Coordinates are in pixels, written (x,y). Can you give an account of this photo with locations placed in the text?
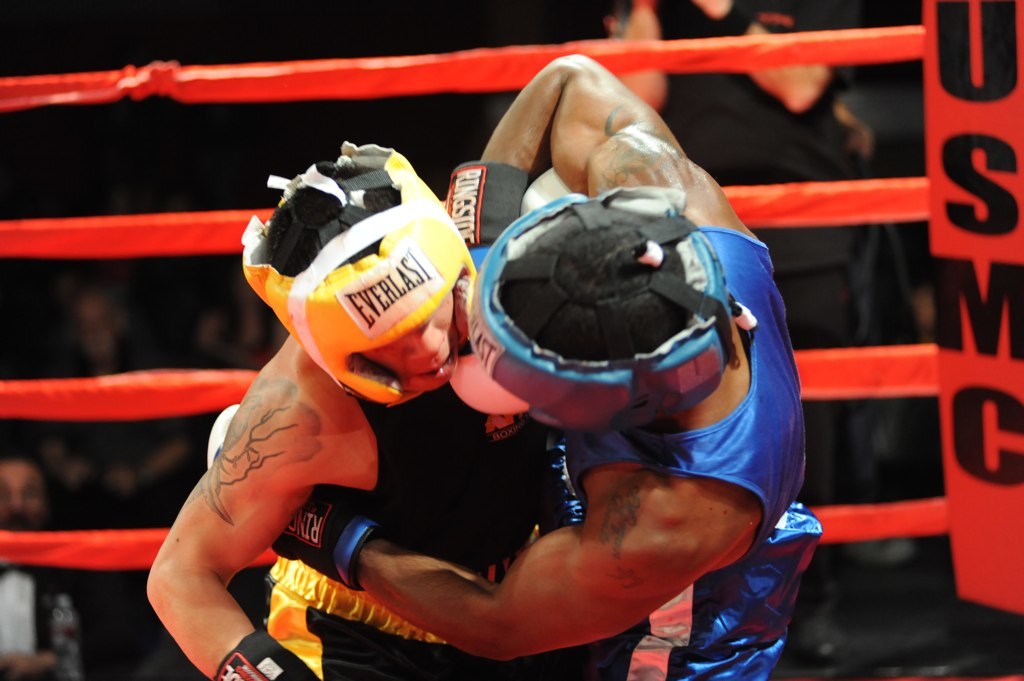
This picture describes about group of people (524,302), in the middle of the image (524,389) we can see two persons (551,298), they wore helmets (379,269) and gloves (284,531), behind them we can see few ropes (301,75).
